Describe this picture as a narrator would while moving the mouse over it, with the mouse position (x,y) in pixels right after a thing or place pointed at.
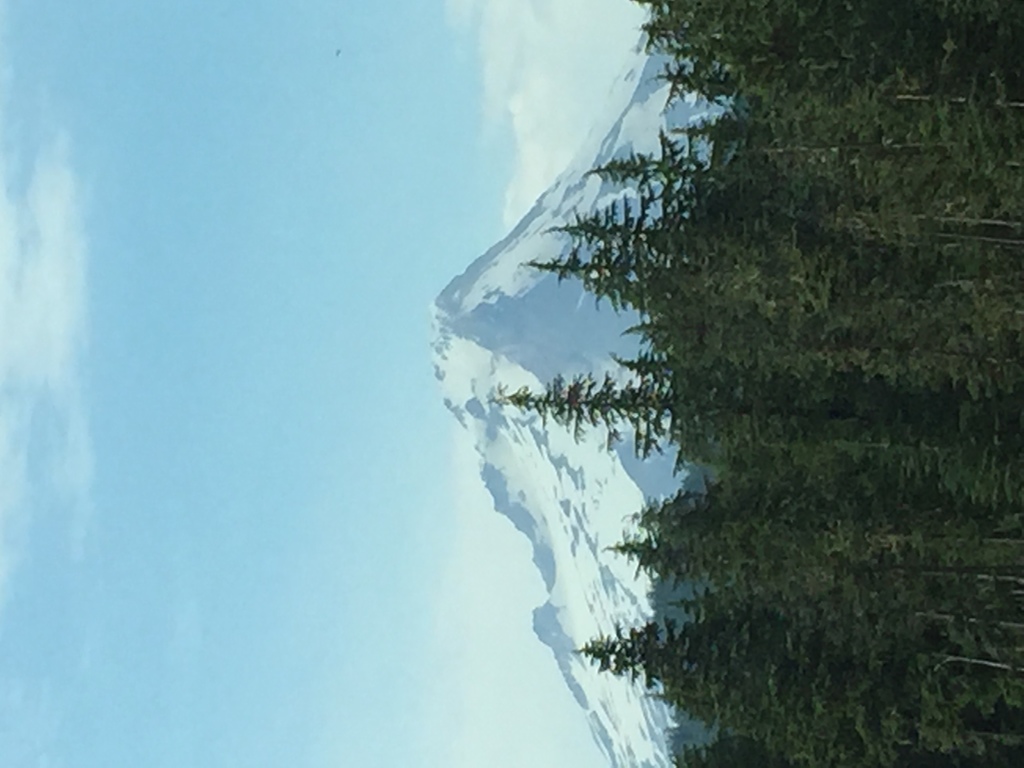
In this image I can see a right rotated picture in which I can see few trees (796,368) which are green in color and a mountain (550,482) with some snow (582,498) on it. In the background (365,507) I can see the sky (300,425).
